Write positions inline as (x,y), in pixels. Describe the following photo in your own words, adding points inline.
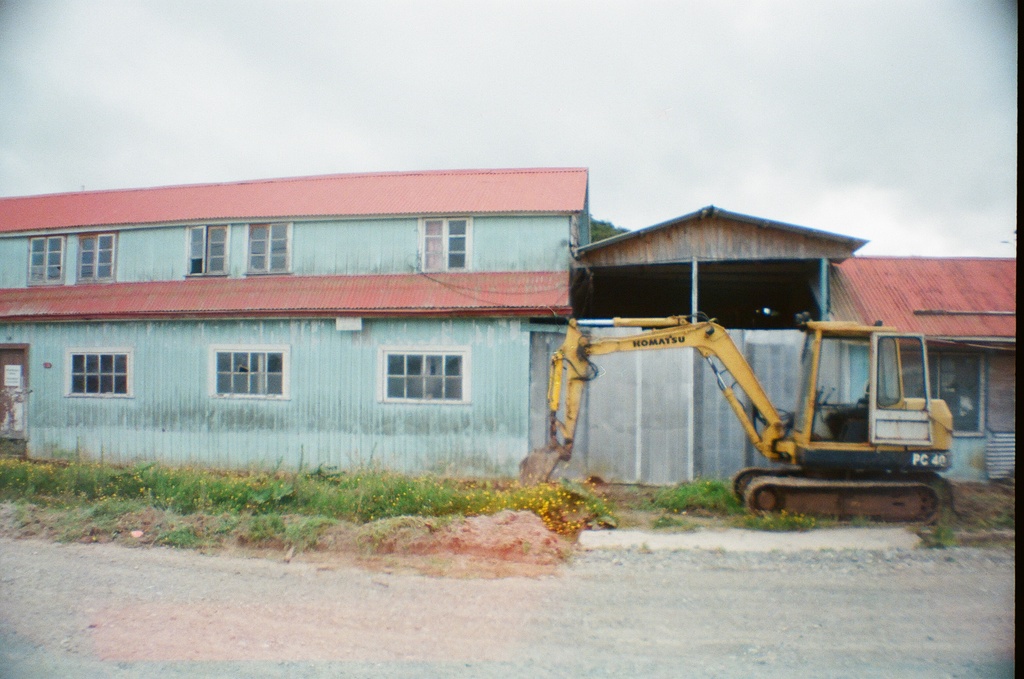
In this image, we can see some houses (942,294) and the shed (793,238). We can also see a crane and the ground (583,622). We can see some grass (308,533), plants (393,484) and the sky (494,142).
